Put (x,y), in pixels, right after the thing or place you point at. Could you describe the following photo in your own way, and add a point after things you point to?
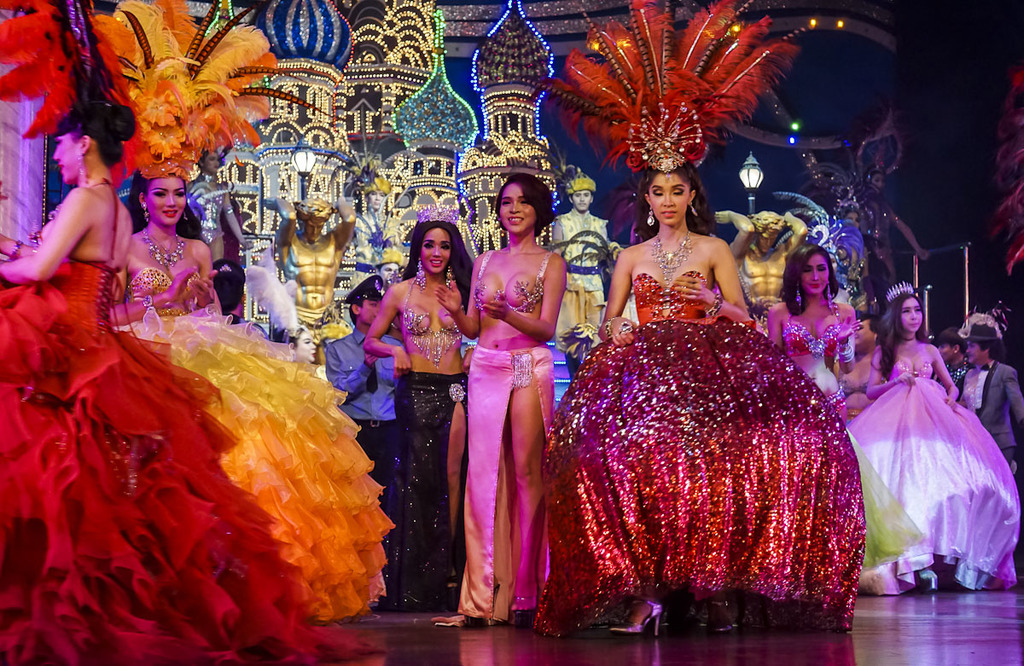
In the image we can see there are people (450,281) standing, wearing clothes (589,417) and some of them are smiling. Here we can see floor (884,626), light pole (751,198) and castle decoration (344,150).
